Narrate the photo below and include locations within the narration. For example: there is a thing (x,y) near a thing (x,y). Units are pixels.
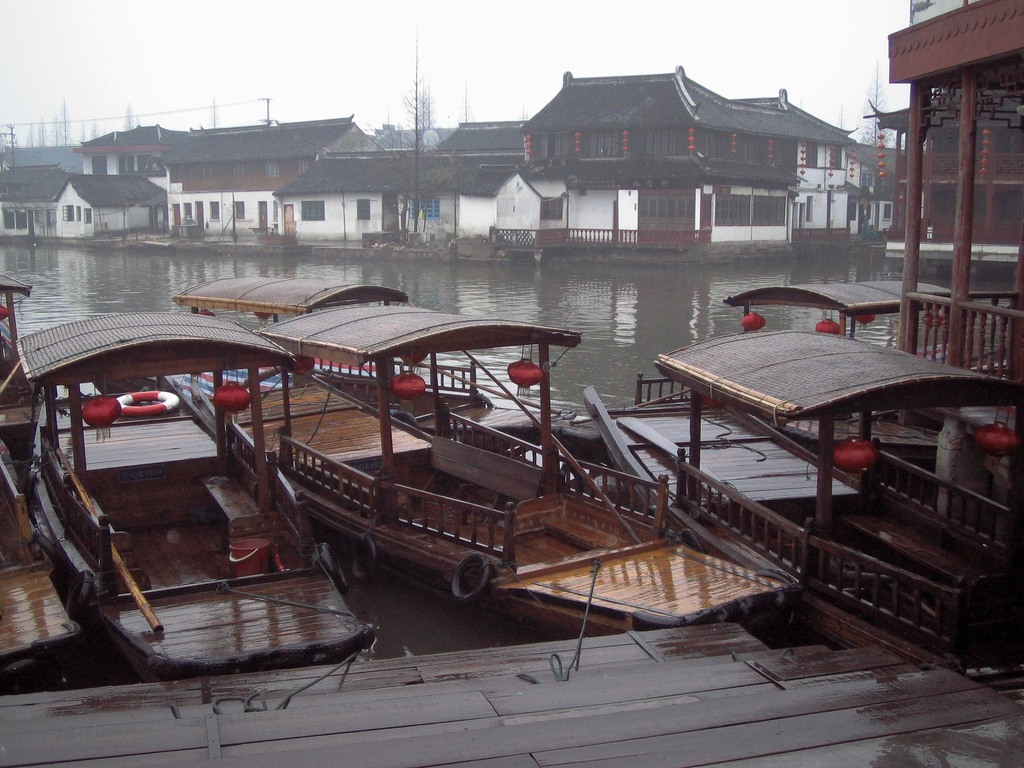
In this image at the bottom (372,607) there is a river (119,304) and in the foreground (479,453) there are some boats (249,602) and a wooden bridge (627,706), and in the background (551,111) there are some houses (407,153). On the top of the image (373,73) there is sky (774,38), and in the background (46,139) there are some trees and poles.
